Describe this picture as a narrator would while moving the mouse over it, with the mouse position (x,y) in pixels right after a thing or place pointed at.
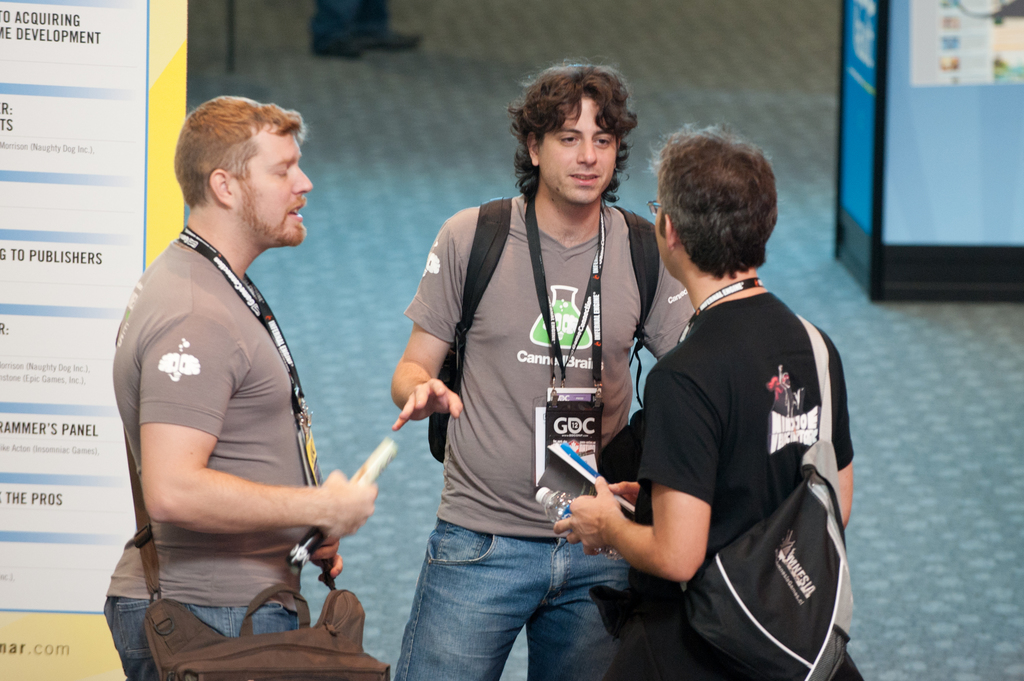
In this picture there are three men (711,372) standing and carrying bags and we can see floor (384,436), board (21,129) and box (865,158). In the background of the image (331,4) we can see person's legs (331,44).
